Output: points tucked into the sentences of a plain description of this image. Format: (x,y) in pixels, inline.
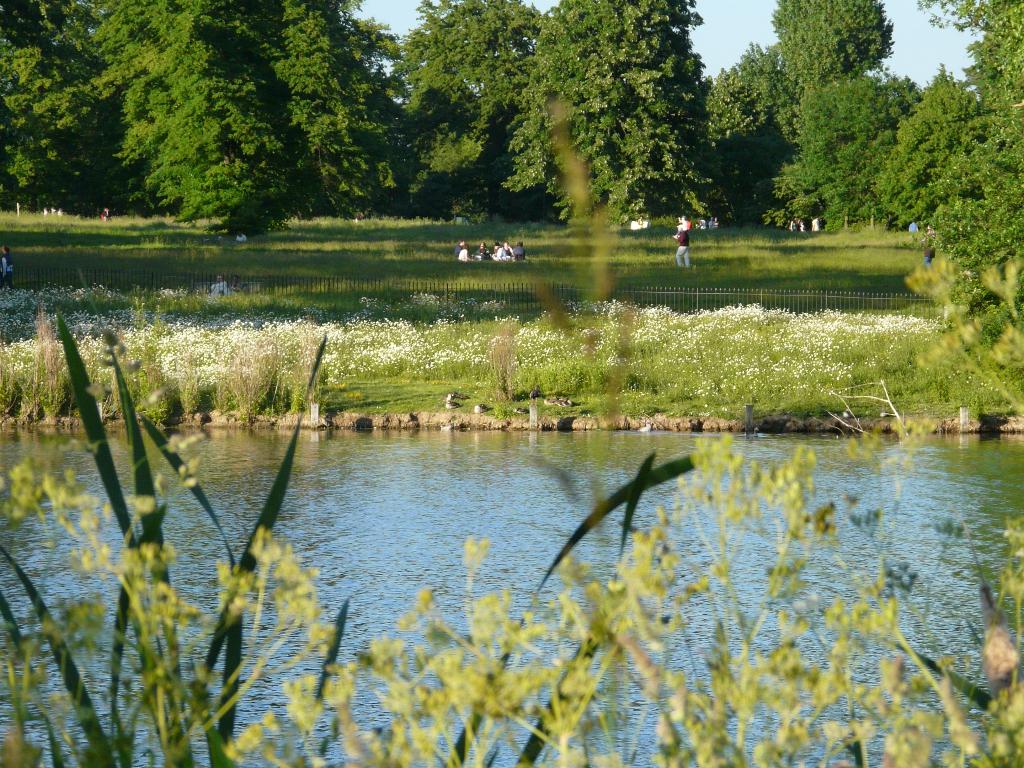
In this picture we can see water (439,568) and plants (473,569) and in the background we can see a fence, people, trees (1017,45), sky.
